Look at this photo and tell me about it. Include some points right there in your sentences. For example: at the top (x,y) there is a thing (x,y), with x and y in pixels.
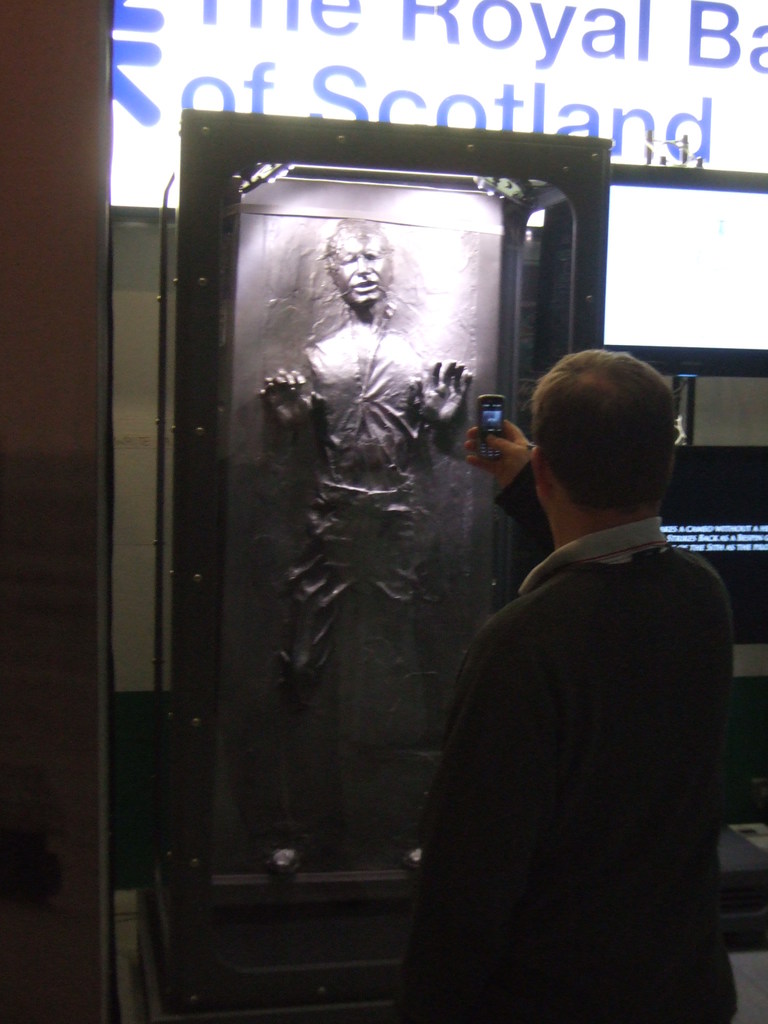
In this image, we can see a man (598,688) holding mobile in his hand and in the background (380,413), we can see a statue (381,298) inside the box (421,339).
